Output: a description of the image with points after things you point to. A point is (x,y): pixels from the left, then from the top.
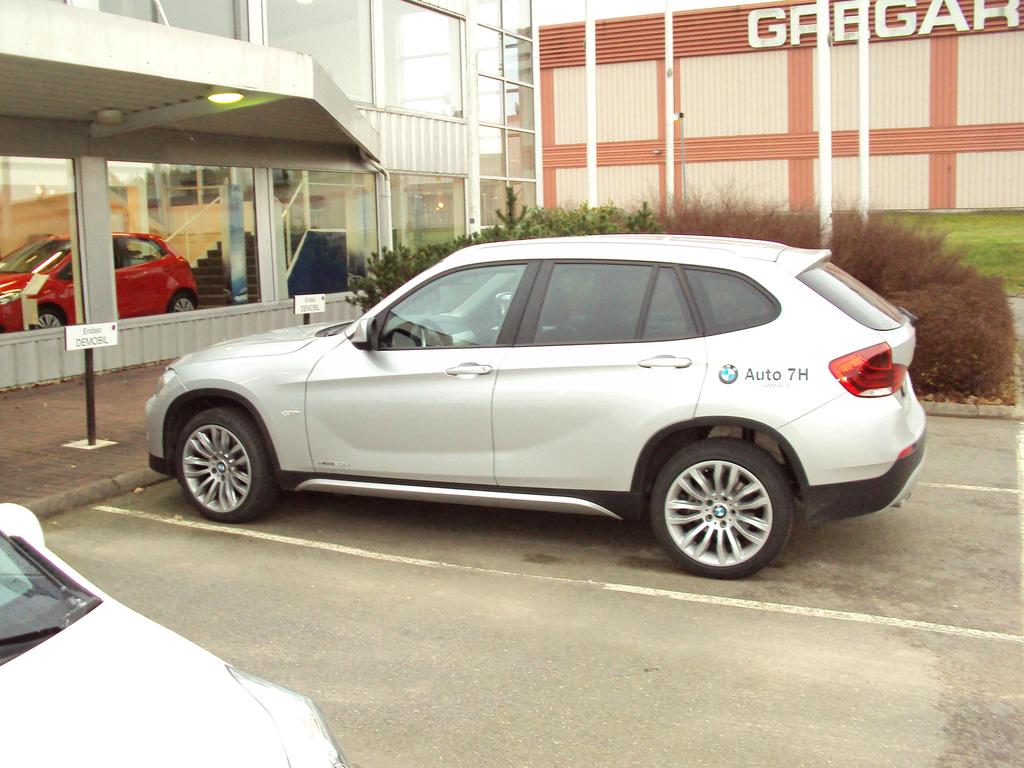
This image consists of cars (232,463) parked on the ground (41,522). At the bottom (613,616), there is a road (932,695). In the front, we can see the buildings (714,152). And there are plants (804,241) along with green grass (981,265).
